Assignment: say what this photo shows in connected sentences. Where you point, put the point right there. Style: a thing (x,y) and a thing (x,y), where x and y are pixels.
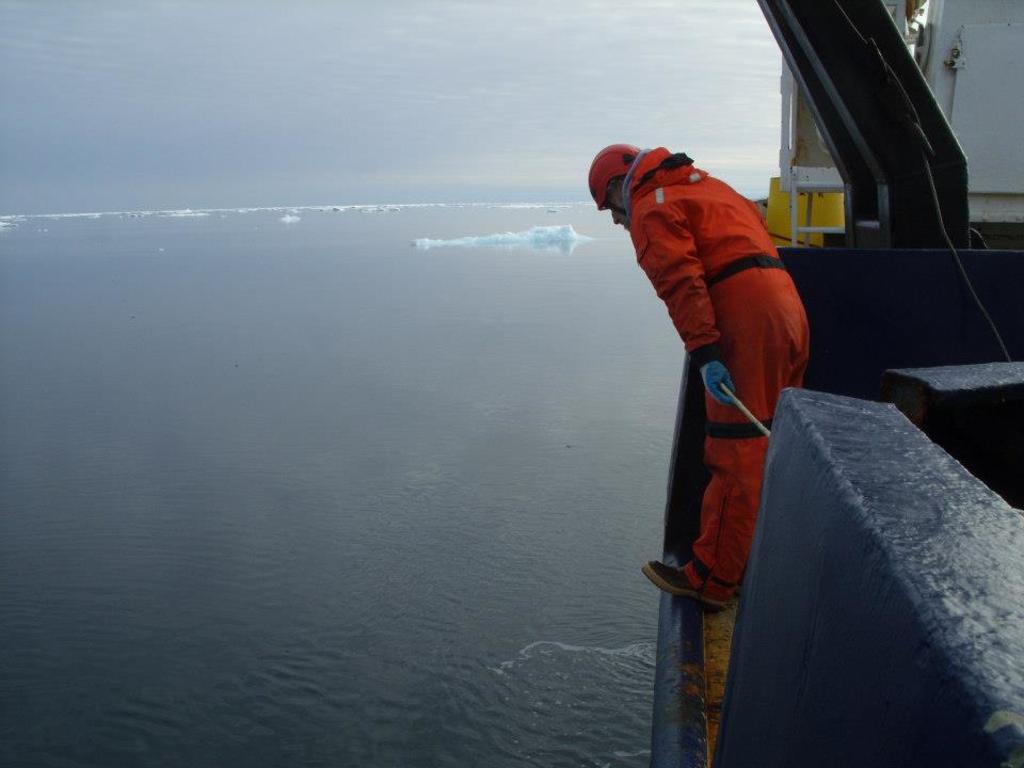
In this image there is a person (748,232) standing wearing a orange color dress (735,207). In the background of the image (45,216) there are icebergs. At the bottom of the image (297,685) there is water (297,544).
